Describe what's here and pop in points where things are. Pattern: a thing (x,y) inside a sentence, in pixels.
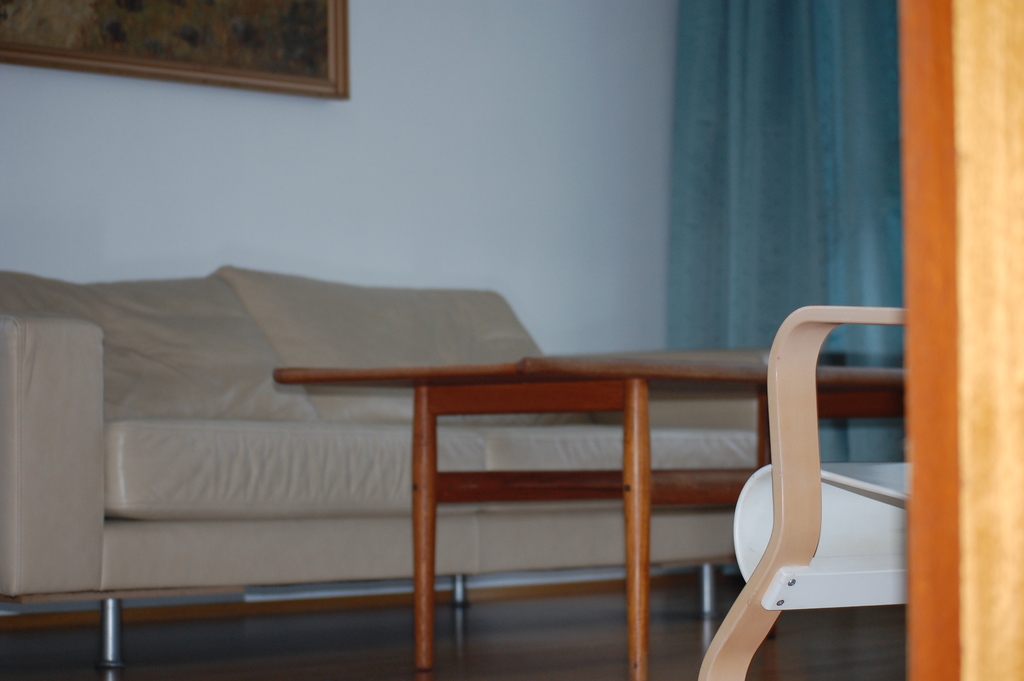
It is a closed room (536,600) with a sofa (369,515) and a table (585,408) in the middle (604,435) and the curtains (761,266) at the right corner of the picture (747,317) and there is a wall (254,203) behind the sofa (237,344) and a picture (285,51) on it.
